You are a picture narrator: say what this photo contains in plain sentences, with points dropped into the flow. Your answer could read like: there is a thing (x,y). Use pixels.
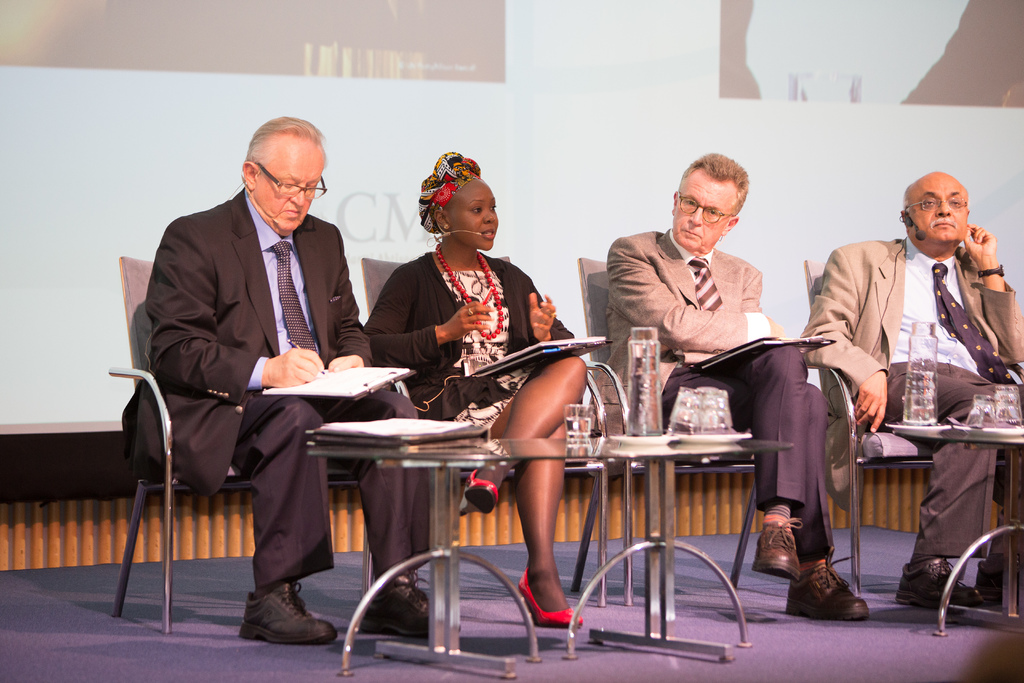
In this image I can see the group of people (522,346) sitting in-front of the teapoy (646,459). At the back (540,84) there is a screen (599,106).
